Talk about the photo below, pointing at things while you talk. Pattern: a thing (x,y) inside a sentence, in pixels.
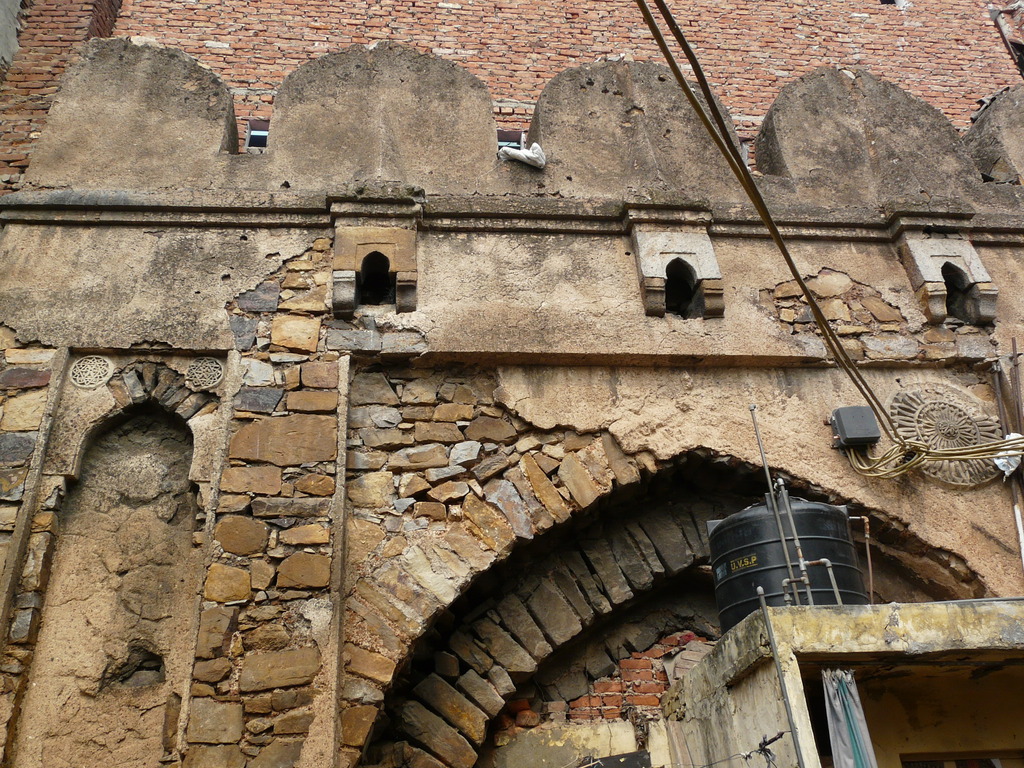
In the center of the image (416,512) a building (416,512) is there. On the right side of the image (773,553) we can see water tank (765,560), pipes (785,539), cloth (836,708), rope (923,443) are present. In the background of the image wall (691,379) is there.
